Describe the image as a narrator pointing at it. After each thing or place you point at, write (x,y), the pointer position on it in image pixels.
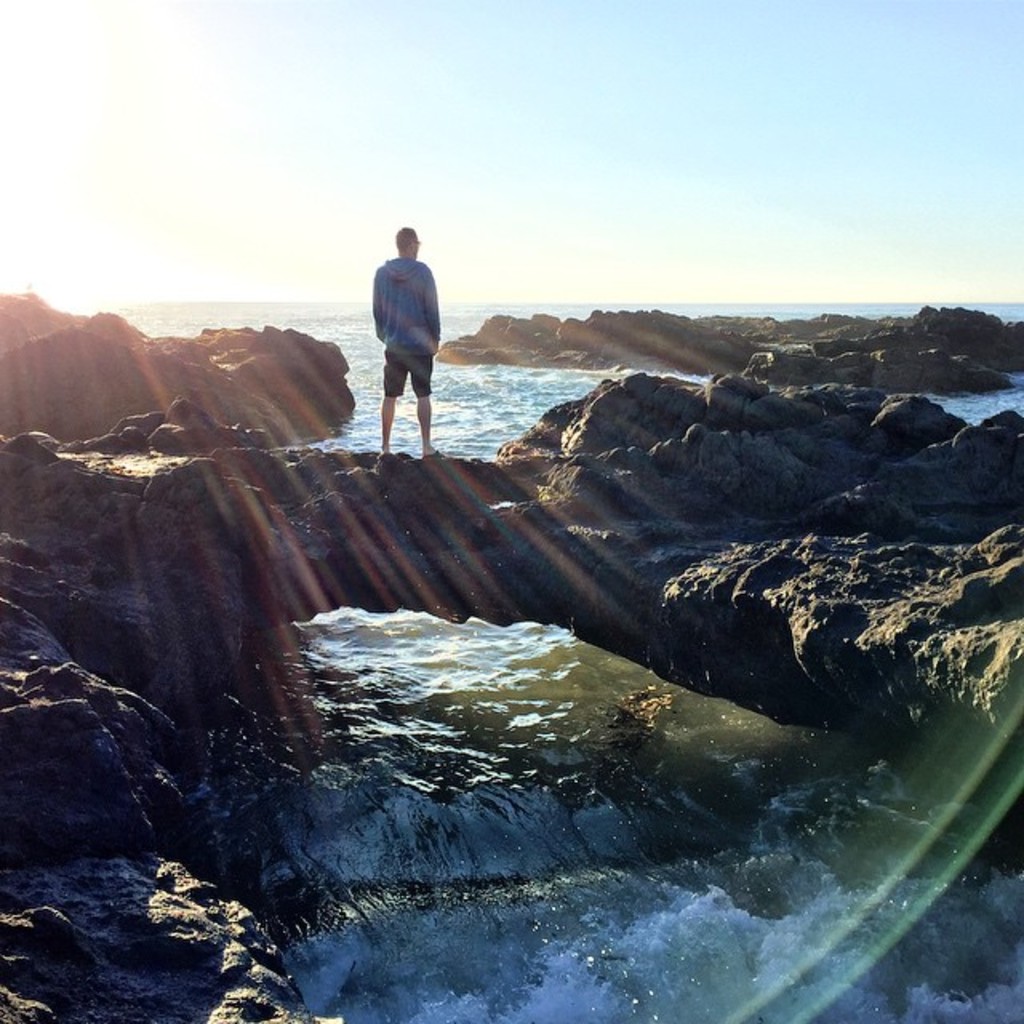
In this image we can see a person (395,402) standing, there are some rocks (411,458) and water (213,827), in the background (718,142) we can see the sky (703,142).
